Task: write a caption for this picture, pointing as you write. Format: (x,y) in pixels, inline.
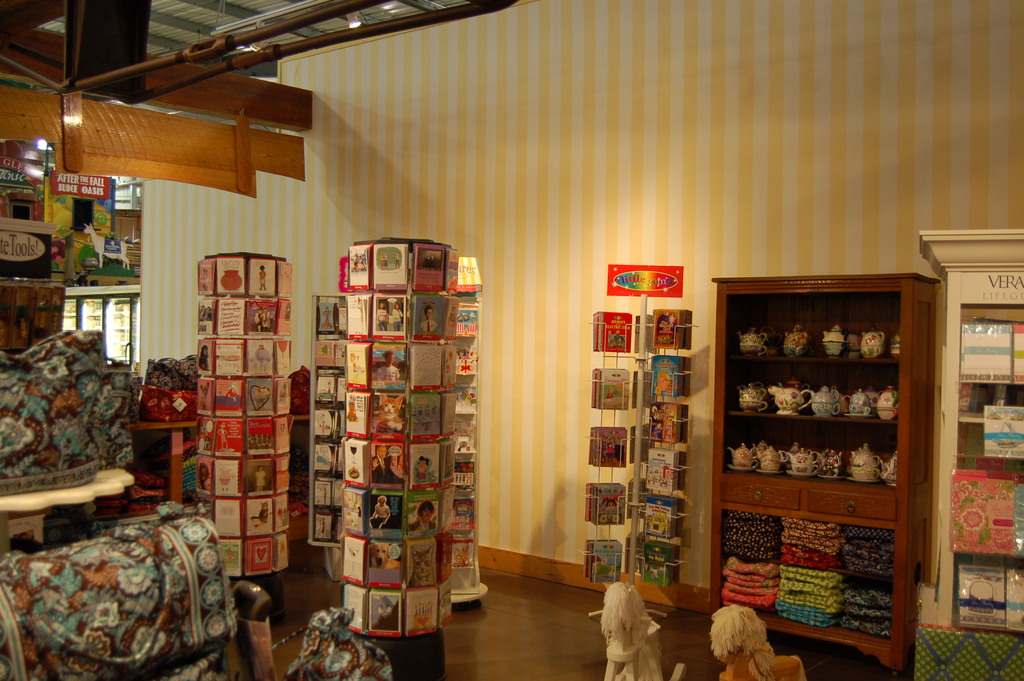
In the image in the center (414,278) we can see racks (872,508), book stands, tables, books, pots (845,399), blankets (870,612), toys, boxes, banners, bags (131,413), cloth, sign board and few other objects (100,298). In the background (419,167) there is a wall (737,144), roof (254,11) and light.
